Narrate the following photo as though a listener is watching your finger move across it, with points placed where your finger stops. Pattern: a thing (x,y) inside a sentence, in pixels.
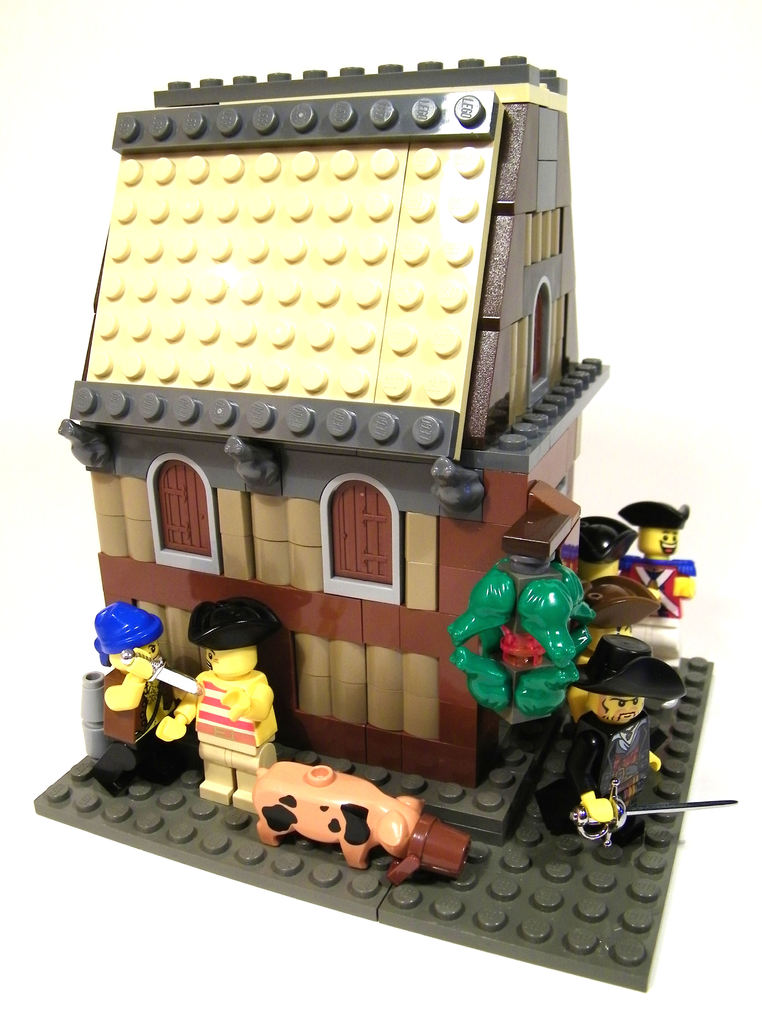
In the image there is a toy house (348,581) built with building blocks (460,799).
